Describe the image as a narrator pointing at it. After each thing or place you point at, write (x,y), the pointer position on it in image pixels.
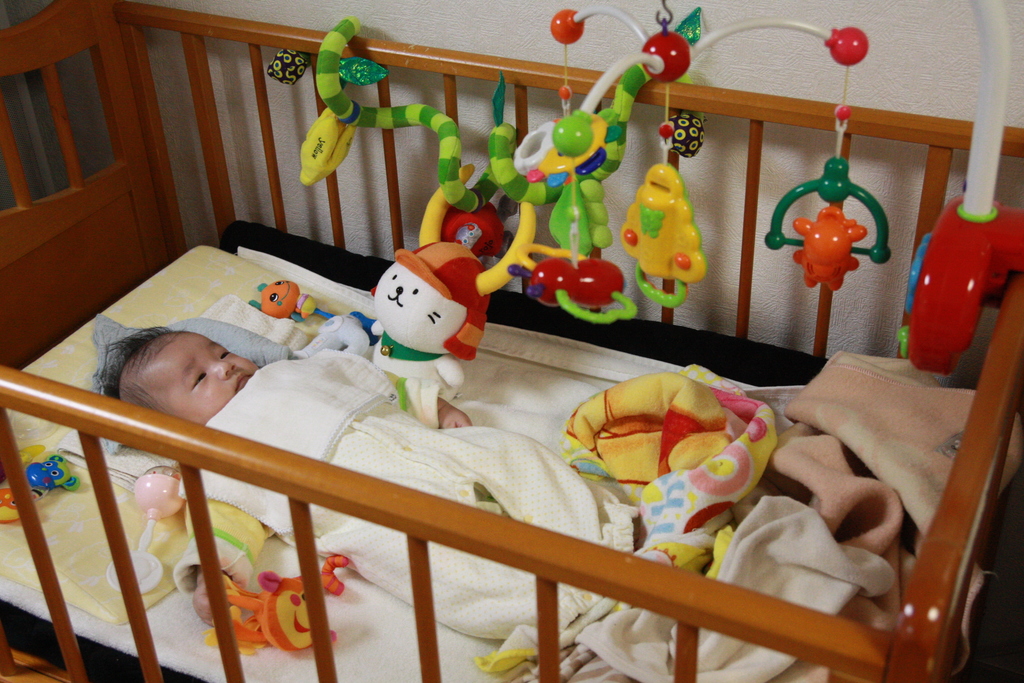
In this image I can see a baby (212,356) is lying in the crib (839,631) which is brown in color. I can see few clothes (805,494) and few toys (441,245) in the crib (855,652). I can see the white colored wall (494,38).
